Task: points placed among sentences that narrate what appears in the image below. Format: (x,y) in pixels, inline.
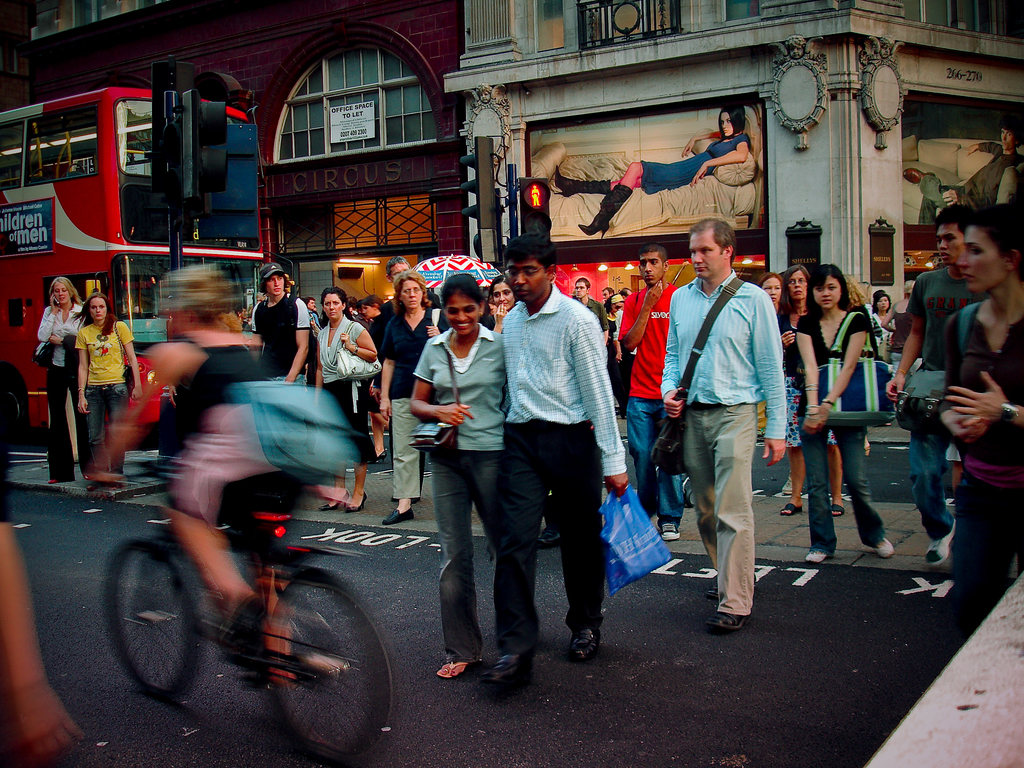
people (500,387) are crossing the road (269,692), person (218,462) riding bicycle (273,655), this is bus (97,225) and signal (182,150), this is building (540,77) and woman (654,162) lying on bed (679,193).
